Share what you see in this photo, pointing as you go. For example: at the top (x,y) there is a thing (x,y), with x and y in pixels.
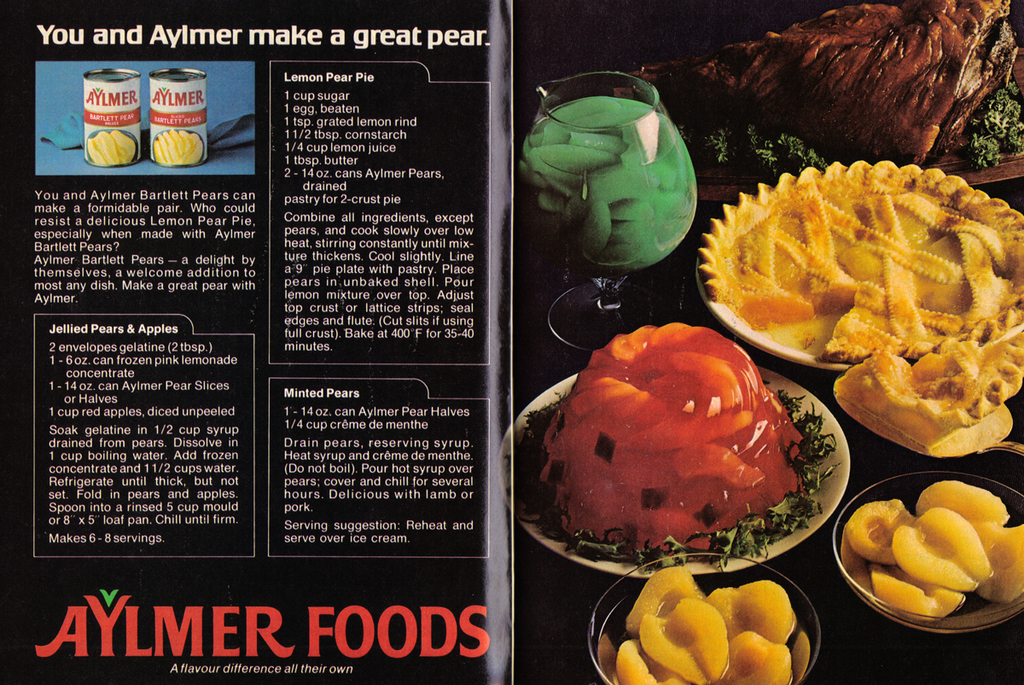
In this image, we can see a flyer (569,217) contains food items (648,448) and some text (386,447).
